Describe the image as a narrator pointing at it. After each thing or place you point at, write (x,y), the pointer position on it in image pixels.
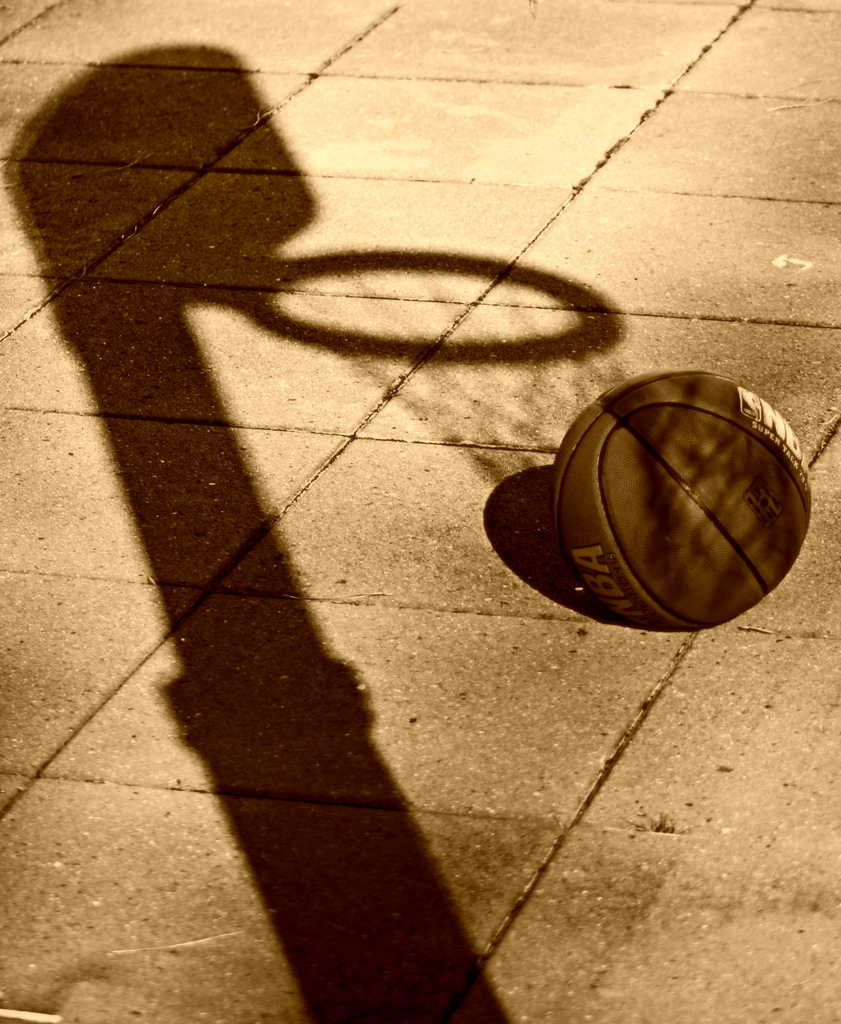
In this image I can see a ball (698,572) on the ground (697,666). I can see reflection (225,526) of the pole (112,307) and net (444,429).
